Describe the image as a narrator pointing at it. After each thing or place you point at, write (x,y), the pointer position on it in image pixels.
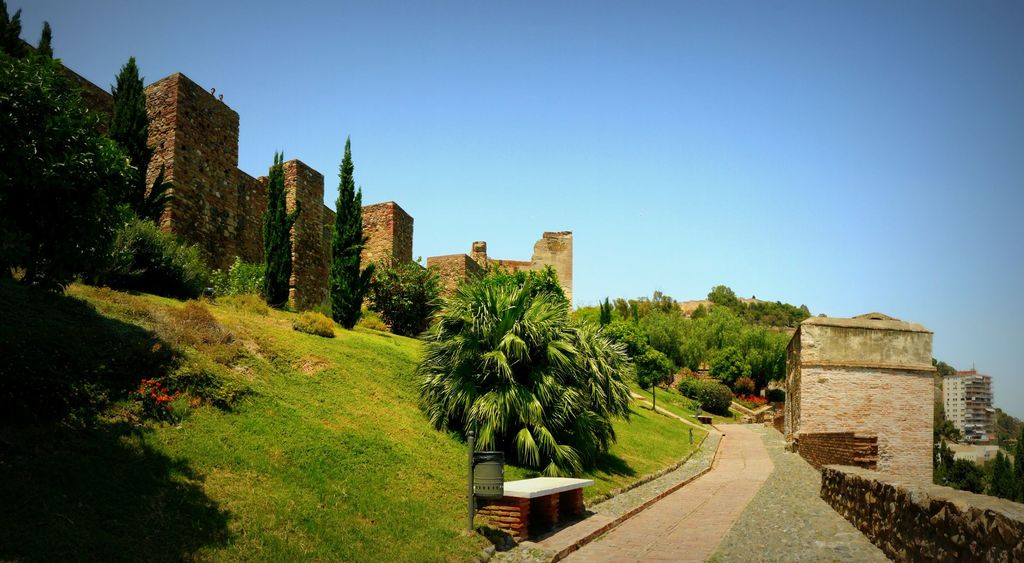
This image is clicked outside. On the right (886,440), there is a small room (841,414). At the bottom (706,534), there is a path (711,487). On the left (319,282), there are trees (352,318) and big walls (329,227). At the top (593,108), there is a sky (657,129).
